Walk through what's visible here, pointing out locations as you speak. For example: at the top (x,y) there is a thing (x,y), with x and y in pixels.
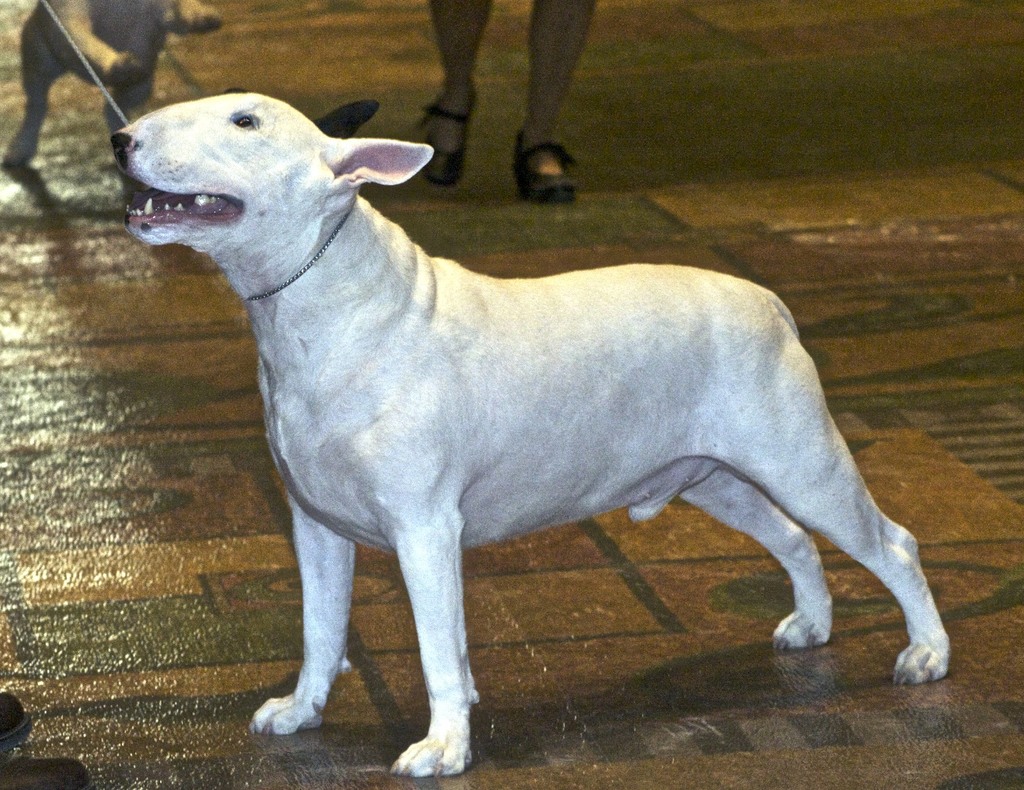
This picture shows a dog (517,409) and we see another dog (30,77) on the side and we see human legs (471,107) and a dog (247,144) is white in color.
